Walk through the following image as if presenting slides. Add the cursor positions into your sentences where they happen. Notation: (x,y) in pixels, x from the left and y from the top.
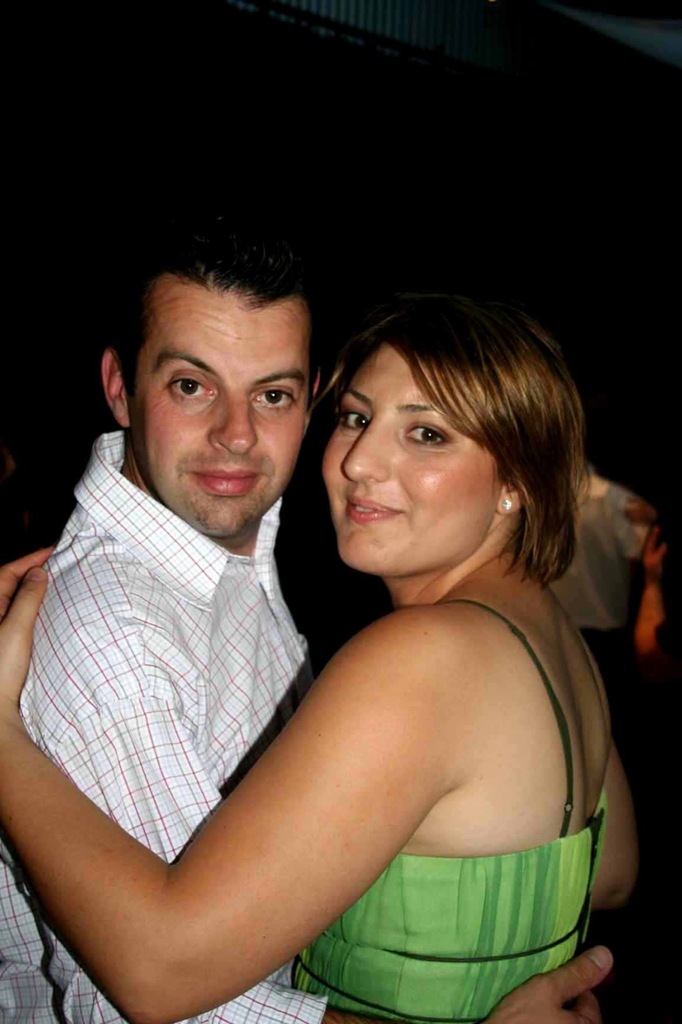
In this image, in the middle (288,622), we can see two people (189,618) man (122,603) and woman (465,771) are holding each other. In the background (333,641), we can see a person (615,565) and black color.
